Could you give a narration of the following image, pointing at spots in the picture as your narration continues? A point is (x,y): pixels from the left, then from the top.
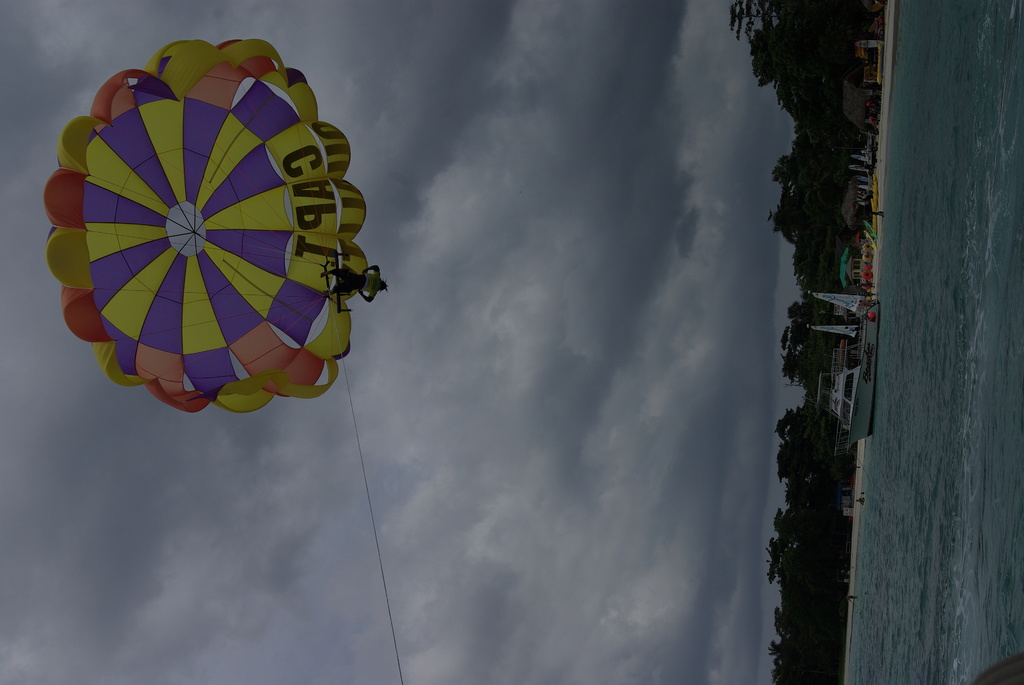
In this image, we can see boats (833,387) on the water (906,366) and in the background (819,142), there are trees (825,228). At the top (138,198), we can see a parachute (243,317).
